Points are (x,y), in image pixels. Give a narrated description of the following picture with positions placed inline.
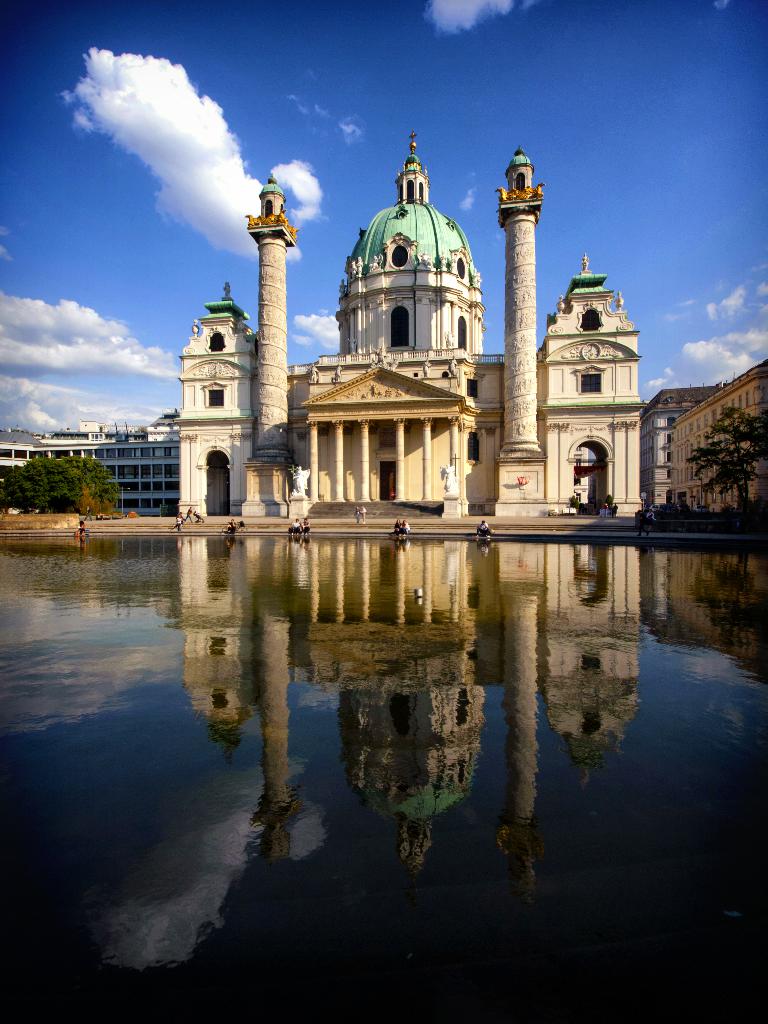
At the bottom of the picture (399,820), we see water (276,684) and this water (280,677) might be in the river (437,664). Behind that, we see people (402,530) are sitting. Behind that, we see a church (399,285) or a monument (399,285). On the right side (693,444), we see trees (735,486) and buildings (668,479). There are trees (103,487) and buildings (90,450) in the background (161,472). At the top (206,95), we see the sky (246,153) and the clouds (154,174).
